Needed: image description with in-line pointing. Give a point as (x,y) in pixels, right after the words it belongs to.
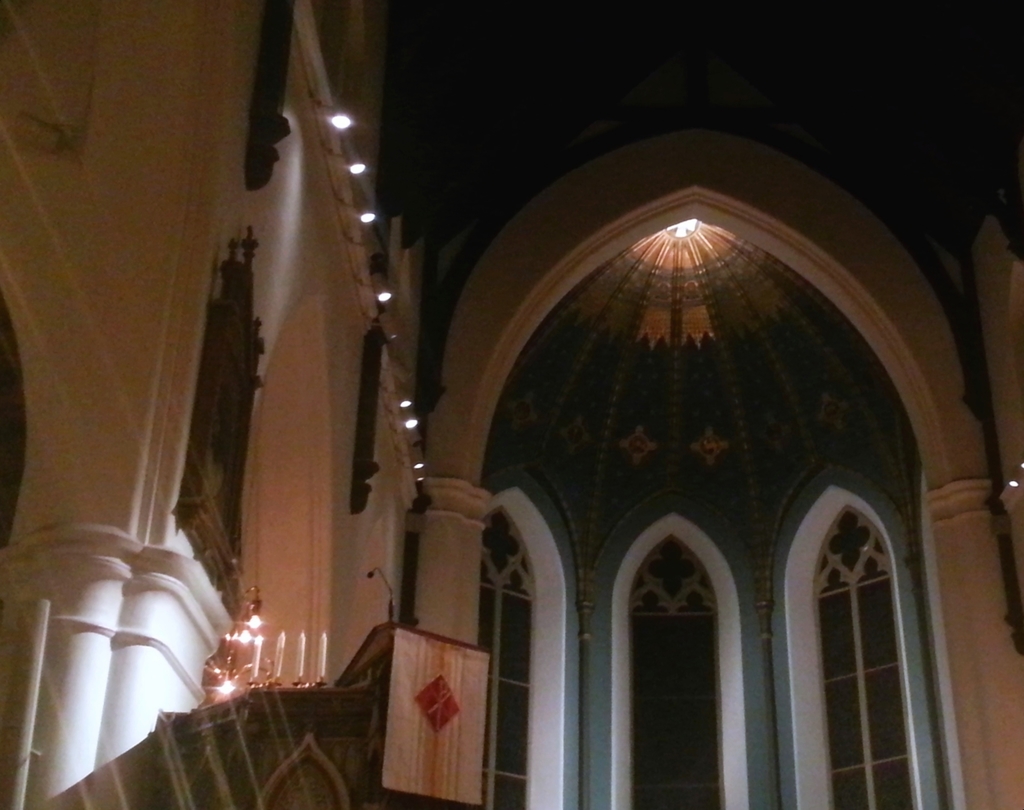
In this image in the center (475,383) there is an arch (816,230). In the front (322,655) there are candles (280,665) and on the top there are lights (376,262). On the left (225,485) there is a frame (236,426) on the wall (160,495) and there are windows (710,728) in the background (710,728).
